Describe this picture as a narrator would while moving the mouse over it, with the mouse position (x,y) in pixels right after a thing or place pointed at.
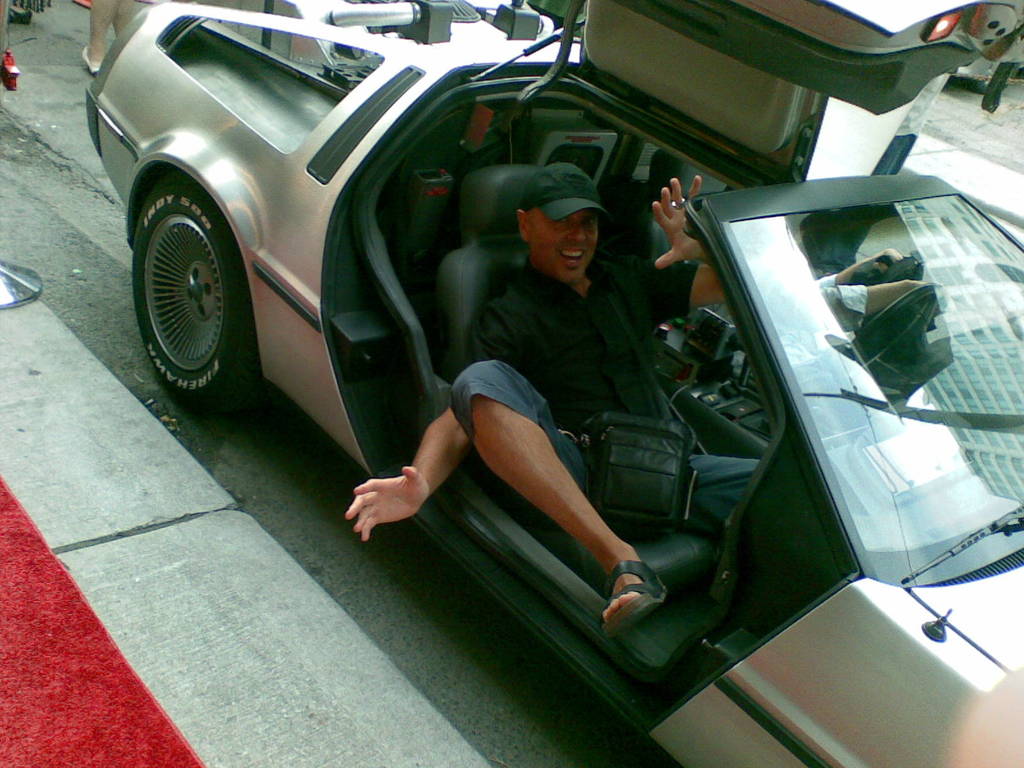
On the left (83,538) we can see a carpet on a footpath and an object (16,290). There are two persons (529,386) sitting in a car (401,430) on the road (66,84). In the background (118,20) we can see a person legs (104,5) and some other objects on the road (57,64).
